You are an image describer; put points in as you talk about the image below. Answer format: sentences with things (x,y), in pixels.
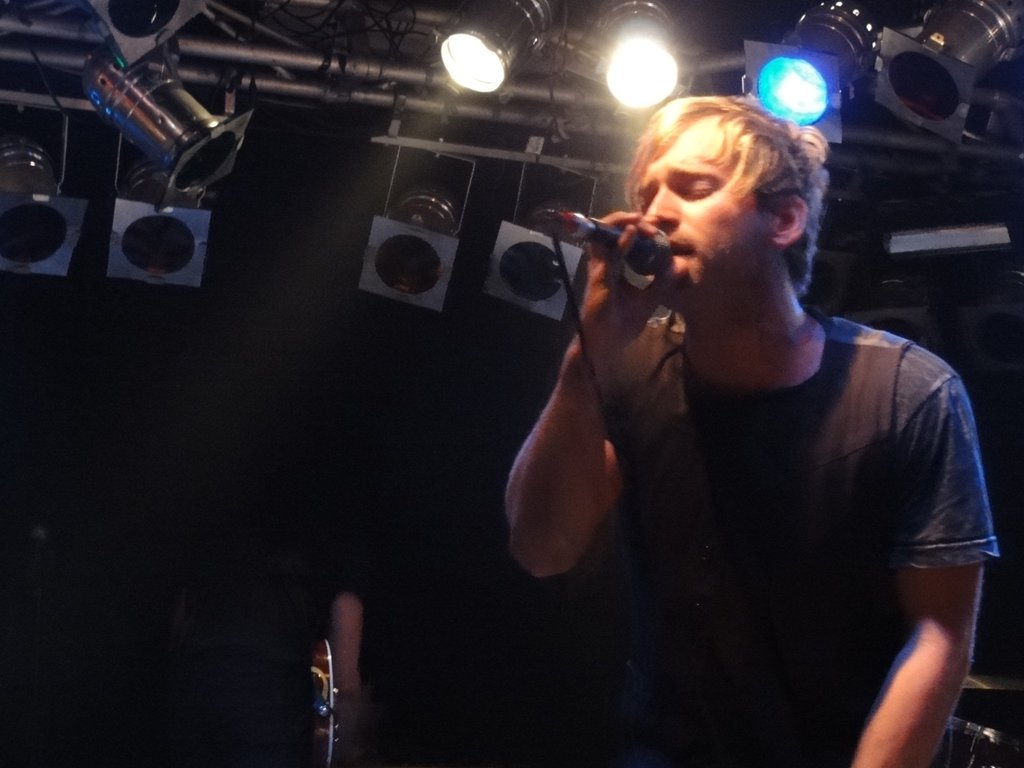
In this picture we can see a man (678,283) holding a mic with his hand (599,307). In the background (906,75) we can see the lights (638,77), rods (381,66), some objects (392,33) and it is dark.
